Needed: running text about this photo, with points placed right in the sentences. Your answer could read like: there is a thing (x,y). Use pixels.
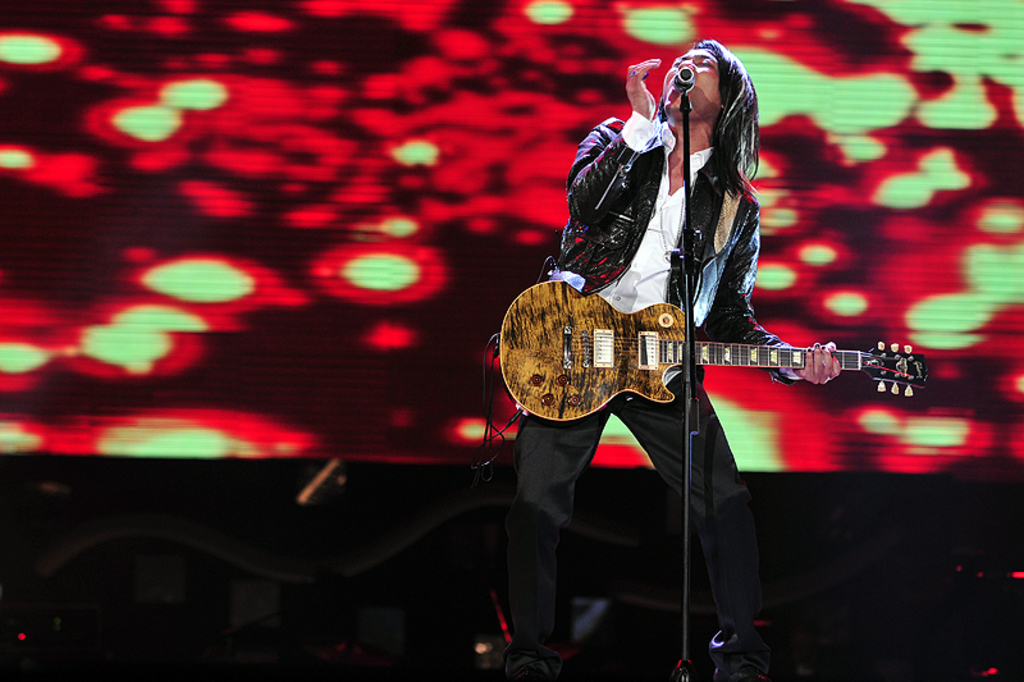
In the image we can see there is a person (738,100) who is standing and holding guitar (617,392) in his hand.
